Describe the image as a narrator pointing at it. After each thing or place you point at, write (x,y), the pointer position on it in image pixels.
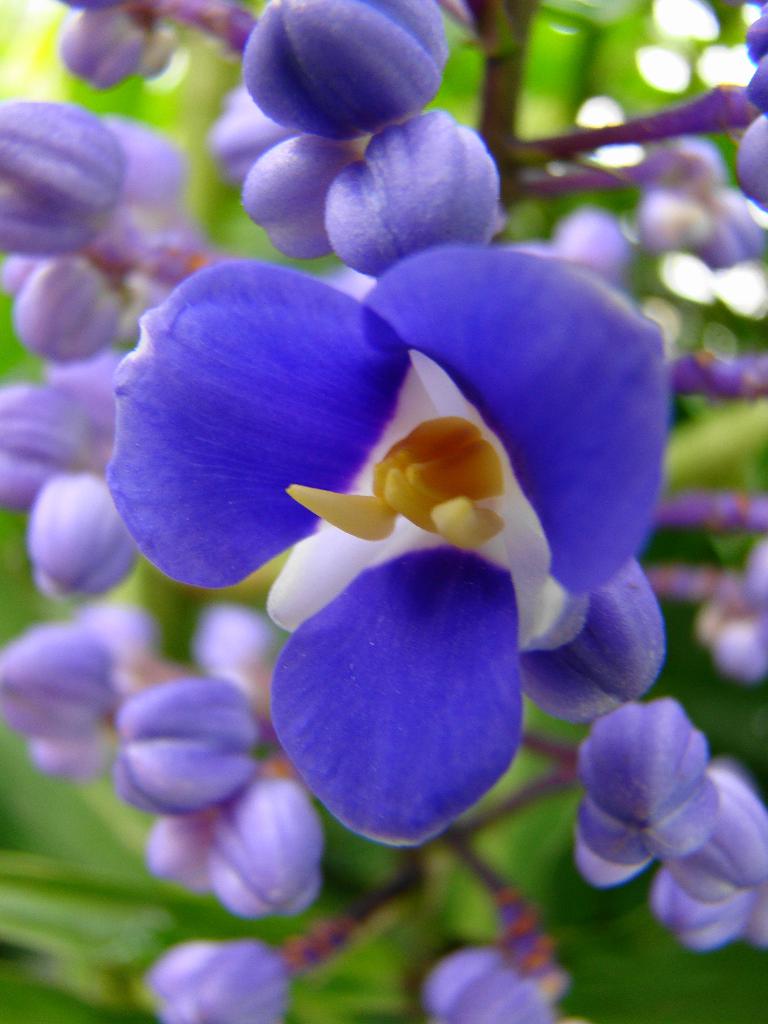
In the middle of this image (485,544), there is a violet color flower (443,335) of a plant (446,271), which is having violet color flowers (214,1007). And the background (697,23) is blurred.
